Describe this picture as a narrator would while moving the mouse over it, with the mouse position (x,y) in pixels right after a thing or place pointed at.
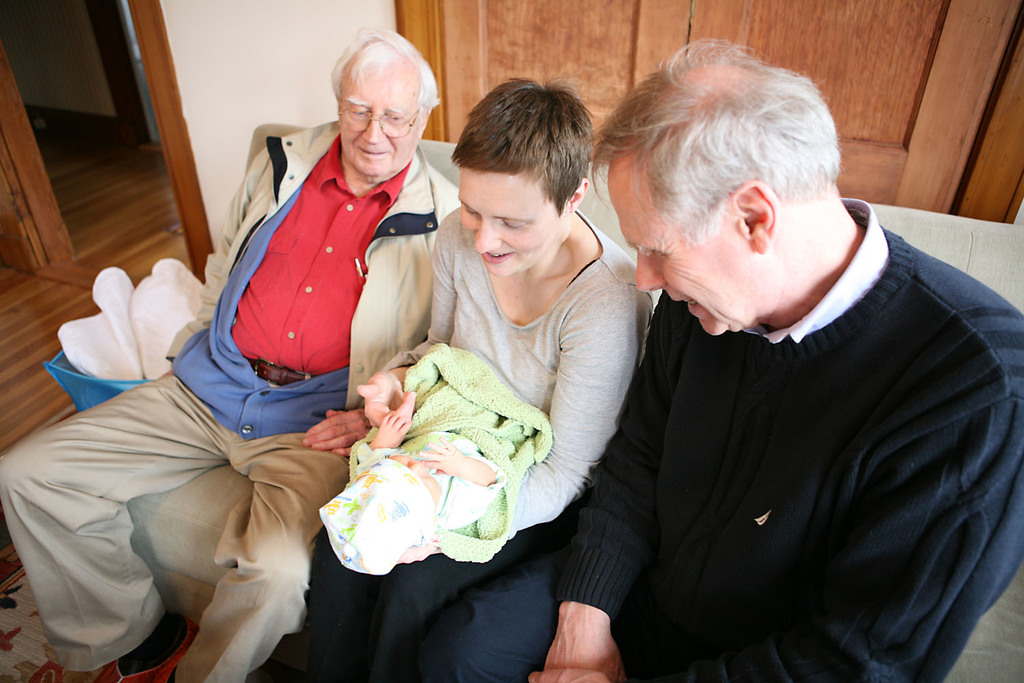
In this image I can see in the middle (586,399) a woman (567,410) is sitting on the sofa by holding the baby (456,447). Beside her two old men (343,322) are sitting, at the top (440,70) it looks like a door (580,23).
